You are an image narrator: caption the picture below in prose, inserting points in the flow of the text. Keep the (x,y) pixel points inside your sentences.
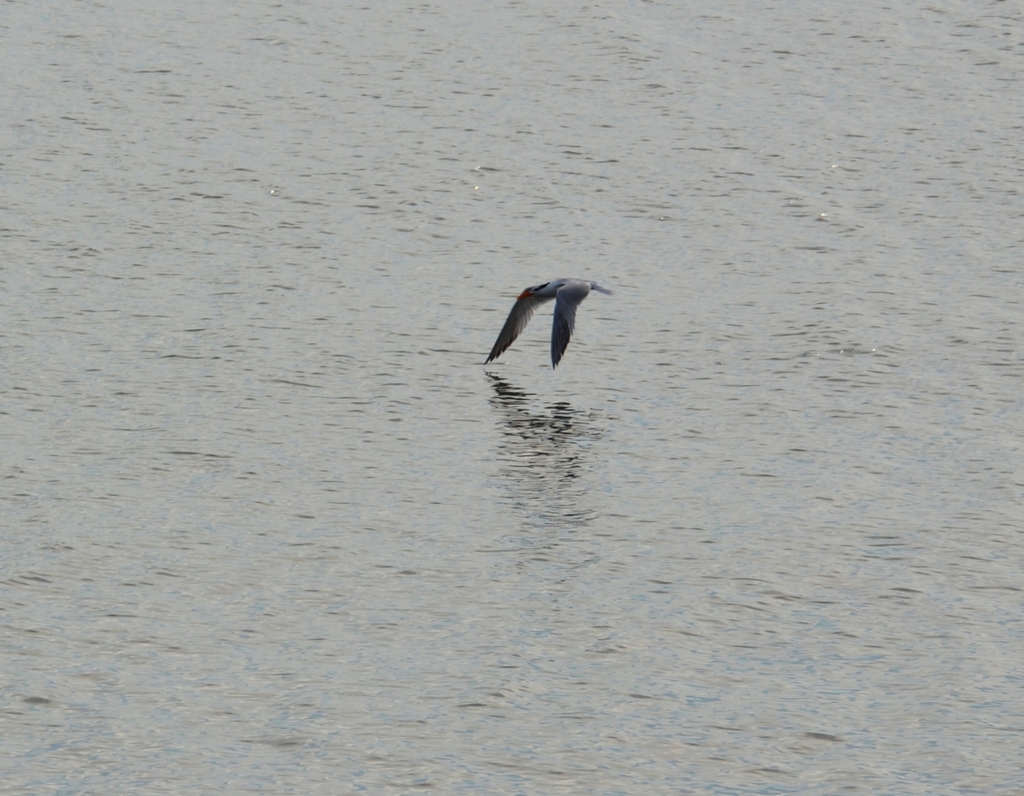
In the center of the image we can see one bird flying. In the background (548,206) we can see water (300,231).
